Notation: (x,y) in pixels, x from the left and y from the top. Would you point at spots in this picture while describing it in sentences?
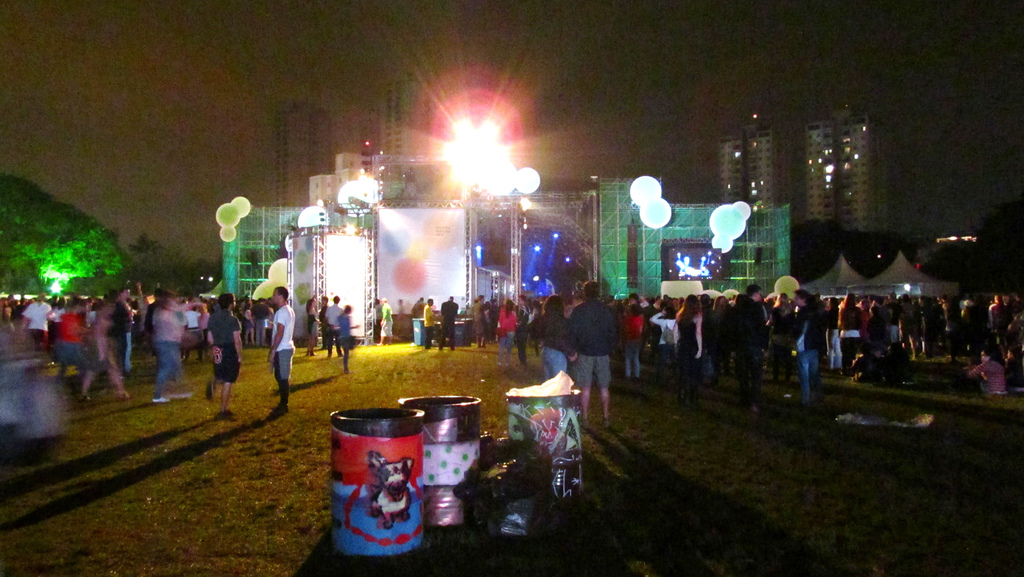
In this image I can see the group of people (173,363) standing and wearing the different color dresses (230,349). In the front (377,524) I can see the drums (368,513) and some objects (482,495). In the background (415,294) I can see the stage (478,244) with the lights (450,160). I can also see many trees (28,266), building (867,187) and sky (162,114) in the back (175,122).
